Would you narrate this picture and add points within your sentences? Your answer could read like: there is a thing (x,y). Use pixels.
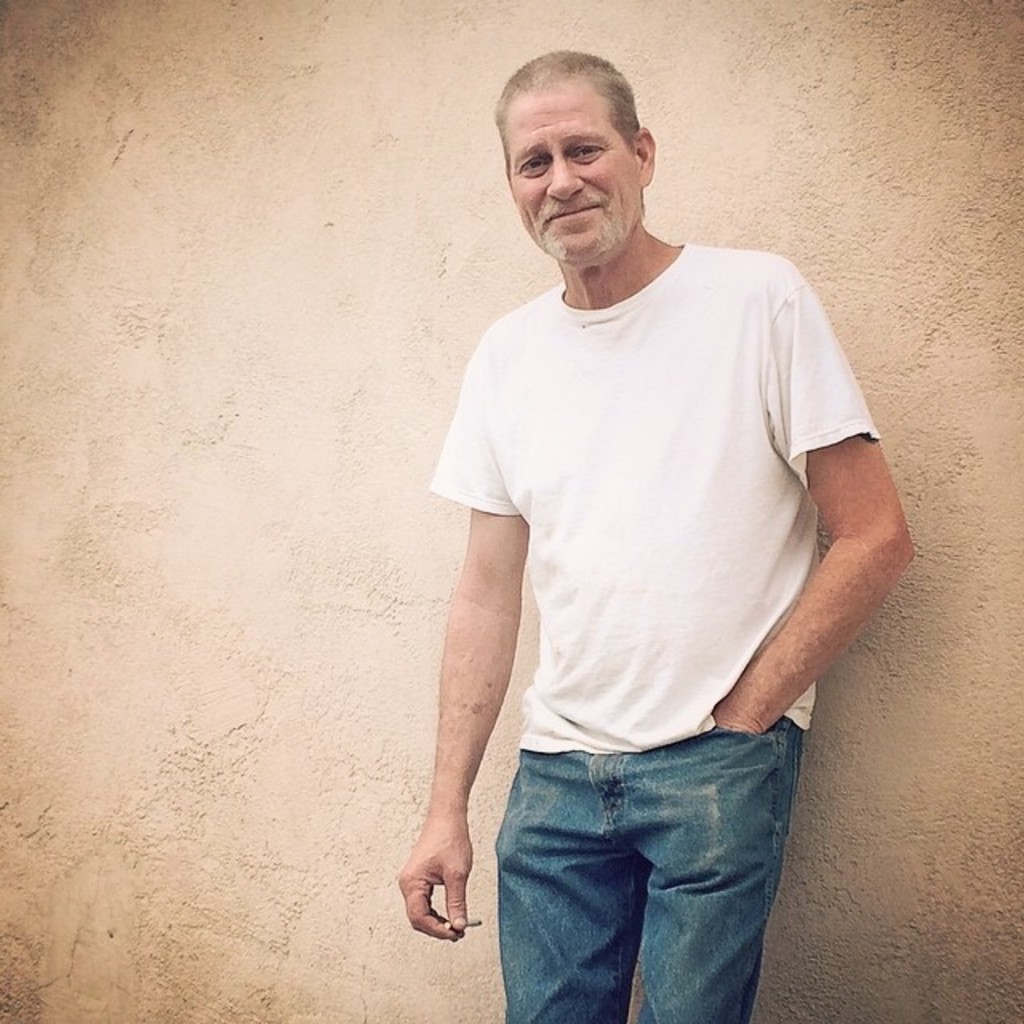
This person (618,405) wore white t-shirt (607,447), holding cigar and smiling. Background (861,704) there is a wall (49,408).
